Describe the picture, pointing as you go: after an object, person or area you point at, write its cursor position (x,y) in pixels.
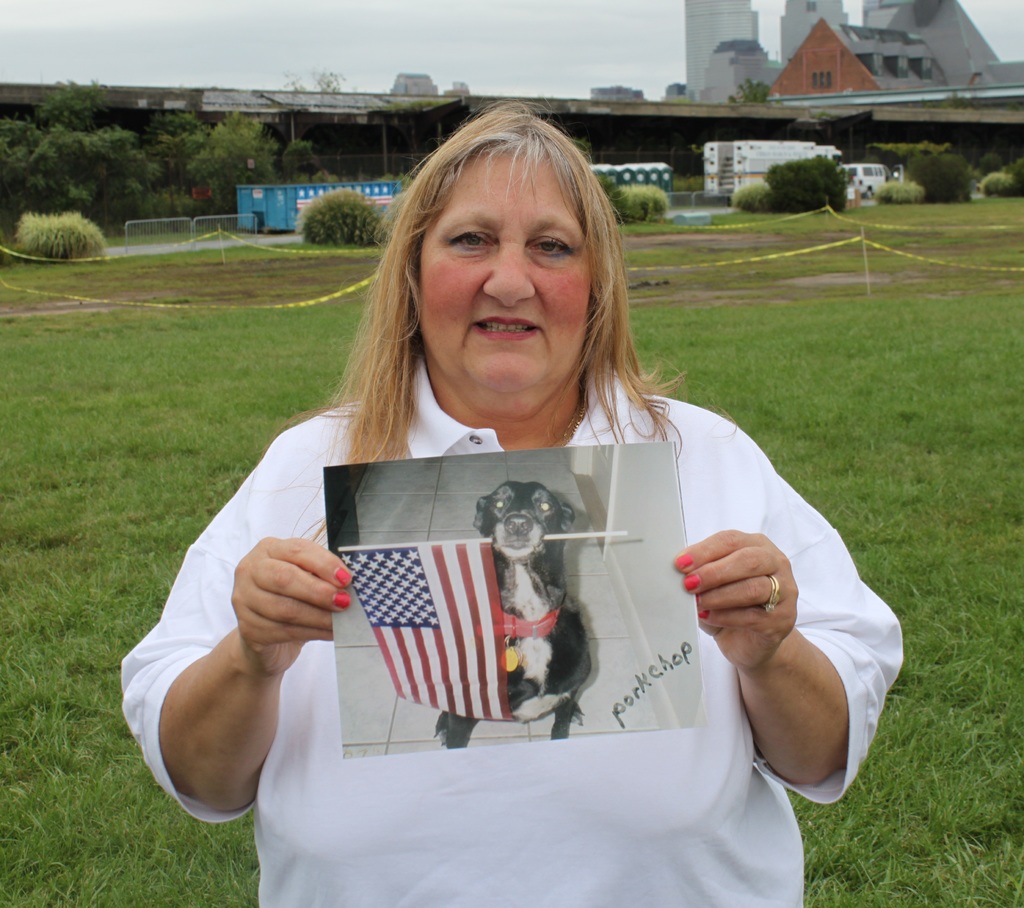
In this image, in the middle (632,373), we can see a woman (549,805) wearing a white color dress (547,847) and she is holding a paper (635,691) in her hand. In the background (715,189), we can see some buildings (1008,129), vehicles (735,192), metal grills (246,234), plants (1008,192), trees (36,197). At the top (452,19), we can see a sky (486,22), at the bottom (124,809) there is a grass (901,480).
